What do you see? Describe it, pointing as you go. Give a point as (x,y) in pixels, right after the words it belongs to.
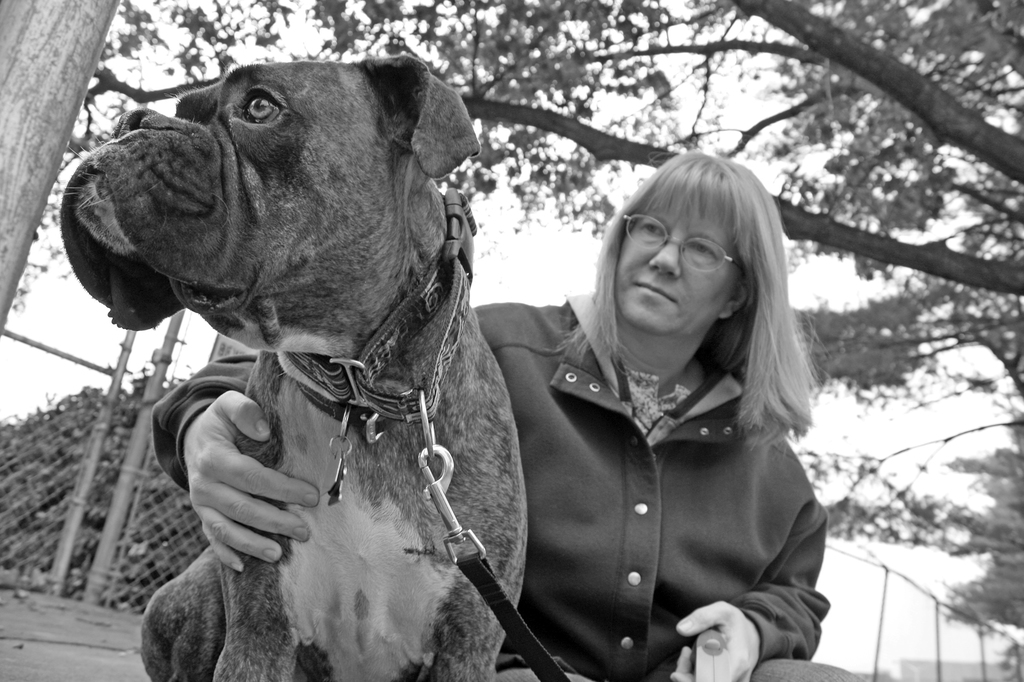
She is sitting. She is holding a dog (384,451). We can see in the background (546,164) there is a tree (431,21).
